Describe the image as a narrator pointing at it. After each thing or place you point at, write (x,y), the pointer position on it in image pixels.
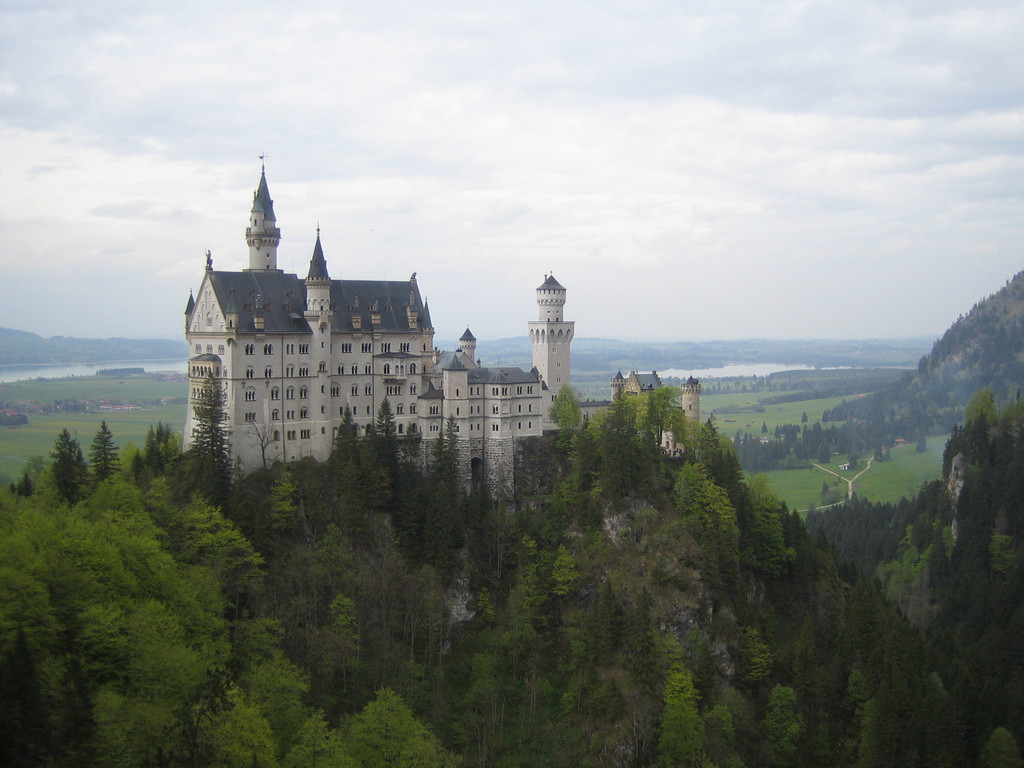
This image is taken outdoors. At the top of the image (98,207) there is the sky (335,168) with clouds (570,236). At the bottom of the image (555,559) there are many trees (196,494) with leaves (476,668), stems (667,487) and branches (790,523). In the background (86,339) there are a few hills (573,357). There is a pond (120,361) with water (691,374). There are many trees (858,413) and plants (887,415) on the ground (122,420). There is a ground (104,417) with grass (52,426) on it. In the middle of the image (348,343) there is a castle (287,288) with walls (305,378), windows (493,425), roofs (337,303), pillars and doors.
